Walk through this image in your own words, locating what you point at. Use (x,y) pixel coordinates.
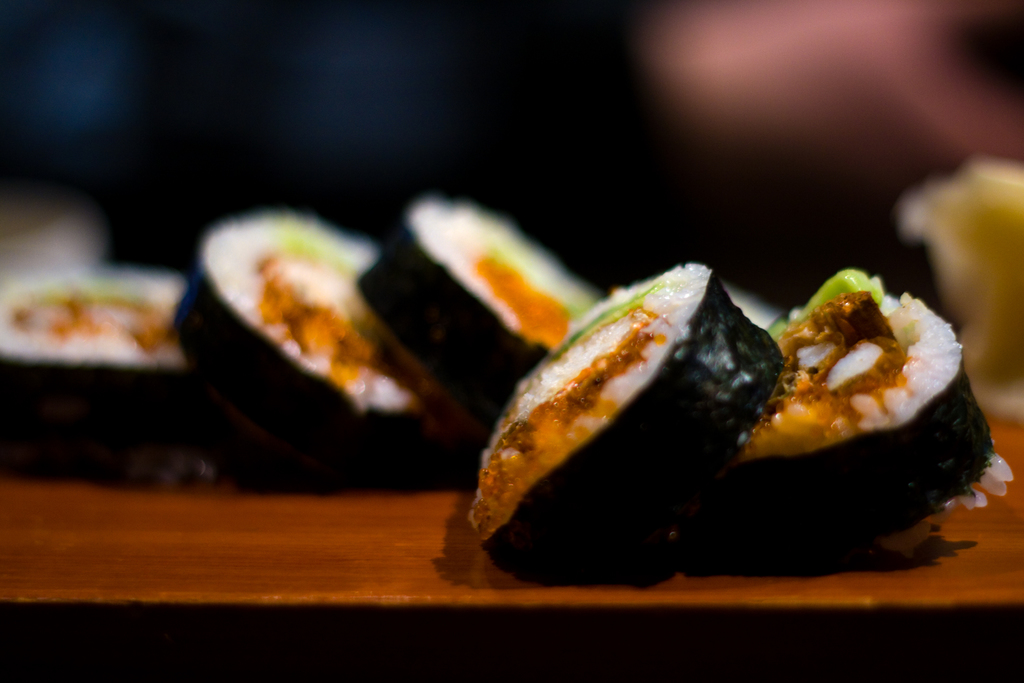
in this image we can see food (610,382) placed on the surface (329,495).
